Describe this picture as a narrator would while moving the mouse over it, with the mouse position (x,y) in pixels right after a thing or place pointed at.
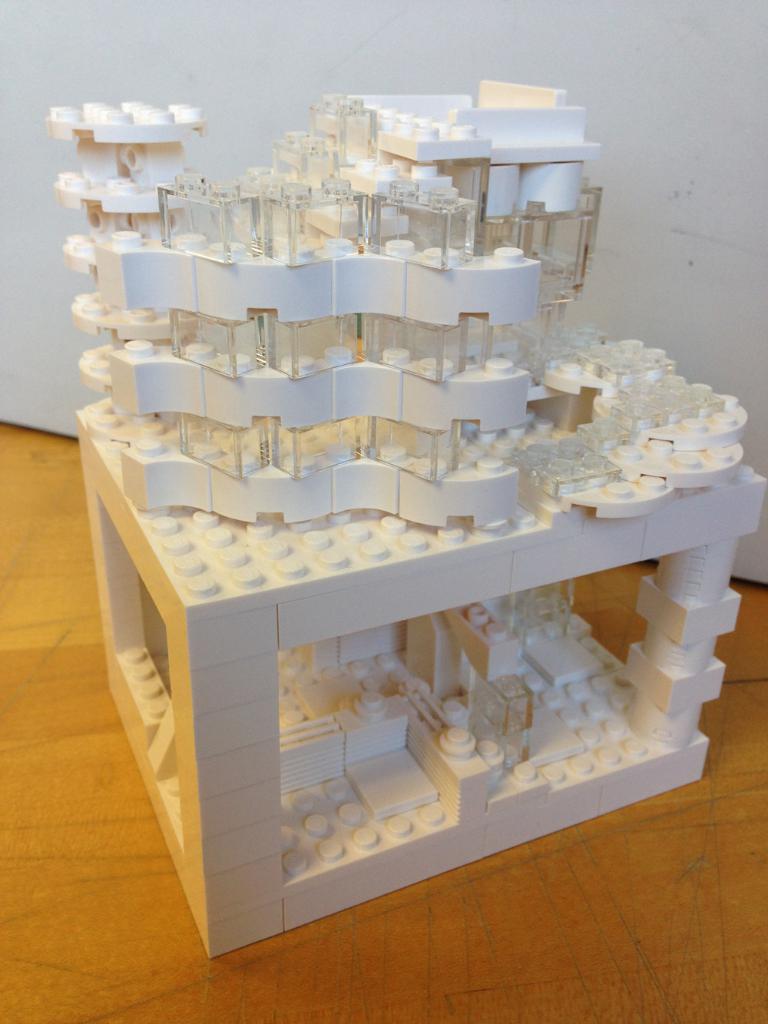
In this image we can see a miniature building (355,454) on a platform (650,944). There is a white background (660,96).
